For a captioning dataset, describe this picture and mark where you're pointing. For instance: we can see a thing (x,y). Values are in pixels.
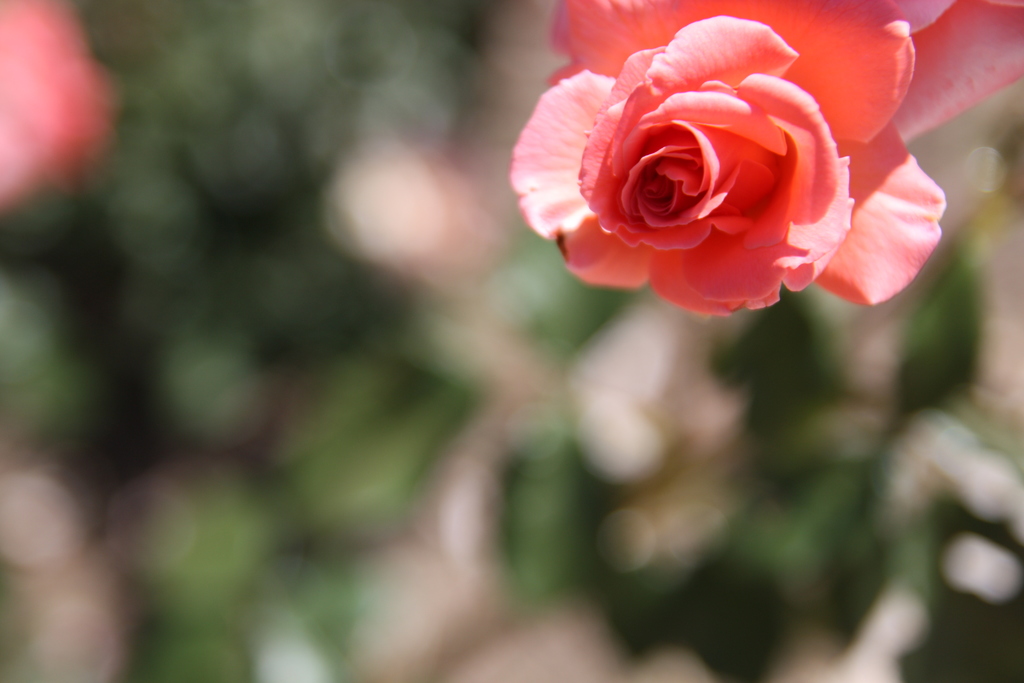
In this image, we can see a flower (646,9) and there is a blur background (275,264).
